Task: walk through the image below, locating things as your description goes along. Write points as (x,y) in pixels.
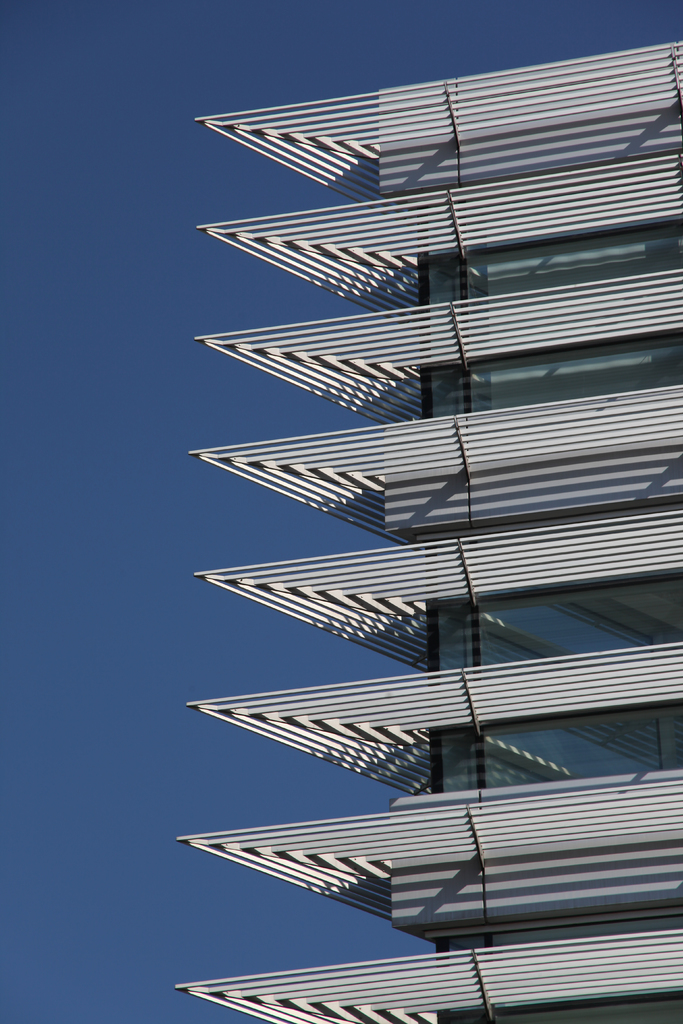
In this image there is an architectural building (270,372), and in the background (176,476) there is sky (135,413).
